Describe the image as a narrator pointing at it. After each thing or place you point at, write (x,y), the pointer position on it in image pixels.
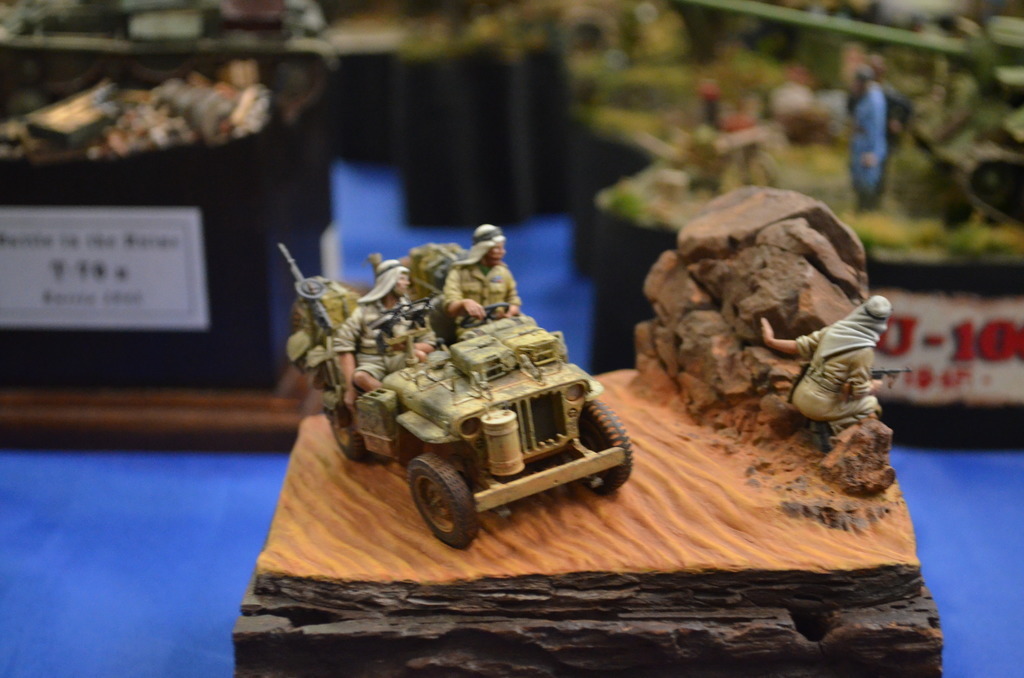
In this image we can see toys (871,402) and stickers (73,268). Background (941,301) it is blur.
